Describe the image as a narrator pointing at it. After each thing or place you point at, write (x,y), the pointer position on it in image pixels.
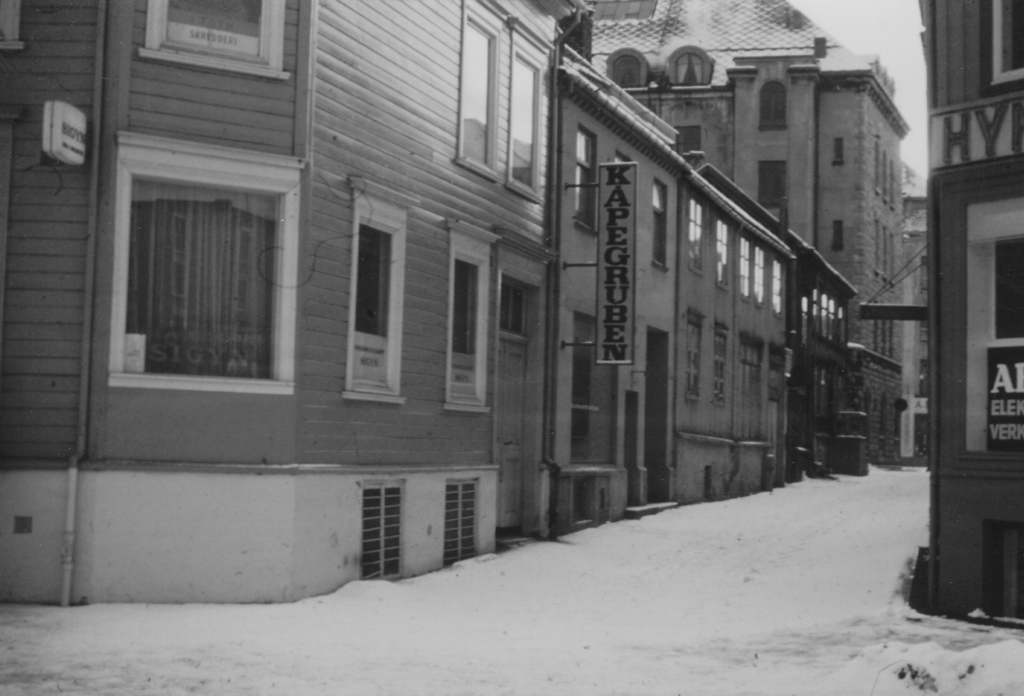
This is a black and white image. On the right side of the image (781,55) we can see buildings (925,365) and snow (845,663). On the left side of the image (281,28) we can see buildings (580,313), name board (600,313) and snow (424,594). In the background (875,14) there is sky (825,24).
